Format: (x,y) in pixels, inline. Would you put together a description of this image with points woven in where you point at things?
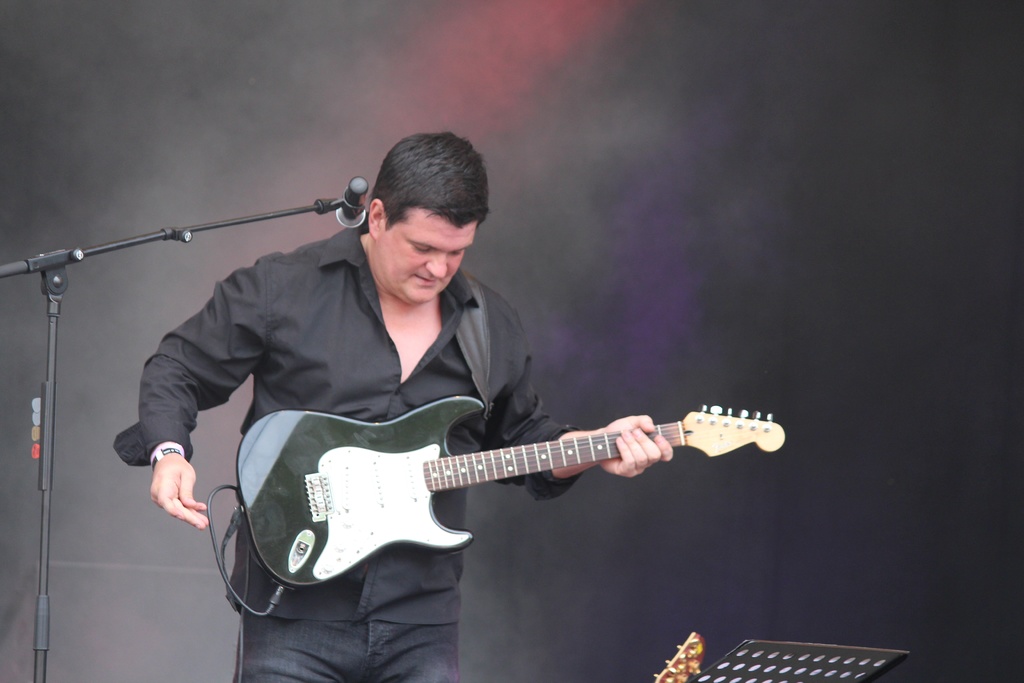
In this image there is a man (211,369), who is wearing a black shirt (317,589) and a black jeans (349,644). He is playing a guitar (287,518) and he is seeing the guitar (327,472). In front of the man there is a mic stand (51,364) with mic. The background (139,151) is black and gray in color.
